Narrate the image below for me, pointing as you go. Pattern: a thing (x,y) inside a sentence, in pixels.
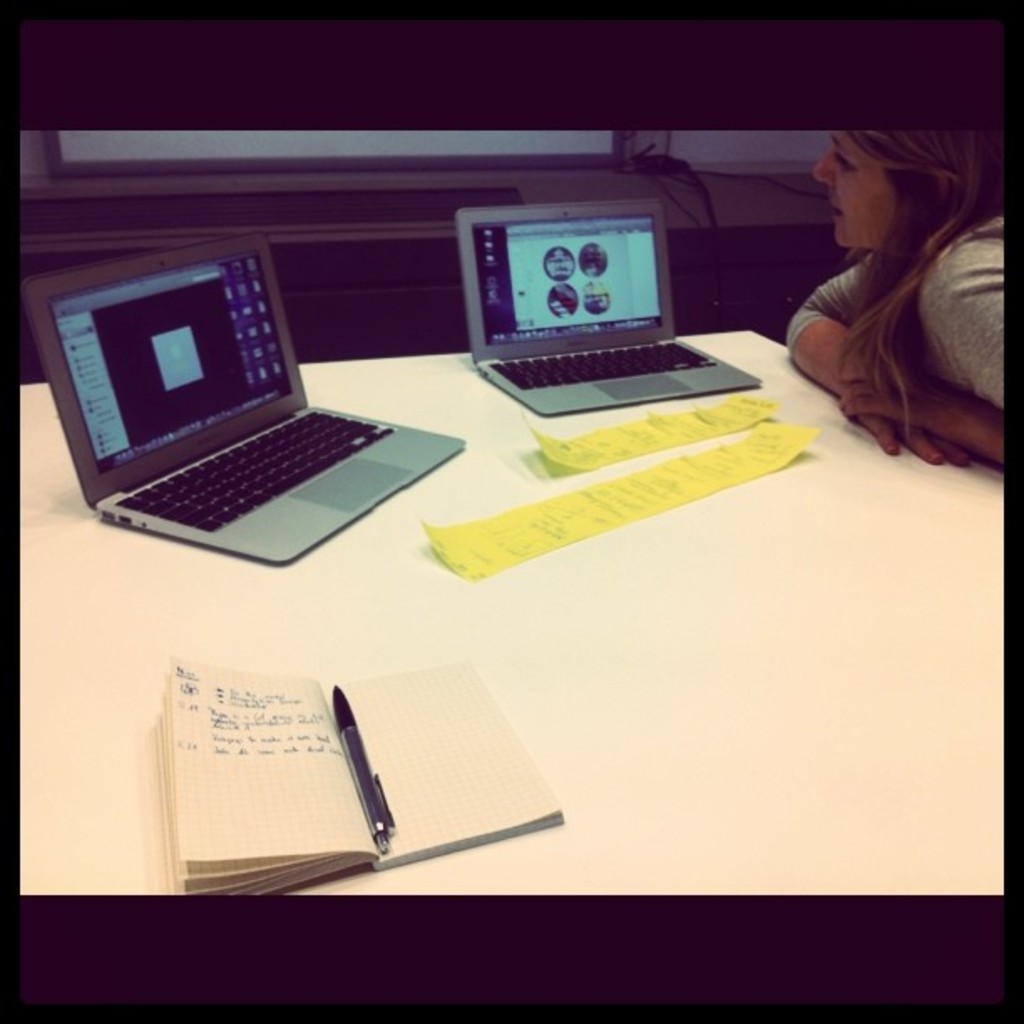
In this image, woman (843,299) is seeing a laptop (667,321). She is there at the right side of the image (902,356). In the middle (580,642), We can see a white table (493,617). On top of the table (561,666), we can see book (234,734), pen (357,763), paper (567,502), 2 laptops (414,456). The background (546,149), we can see glass window (458,150).
